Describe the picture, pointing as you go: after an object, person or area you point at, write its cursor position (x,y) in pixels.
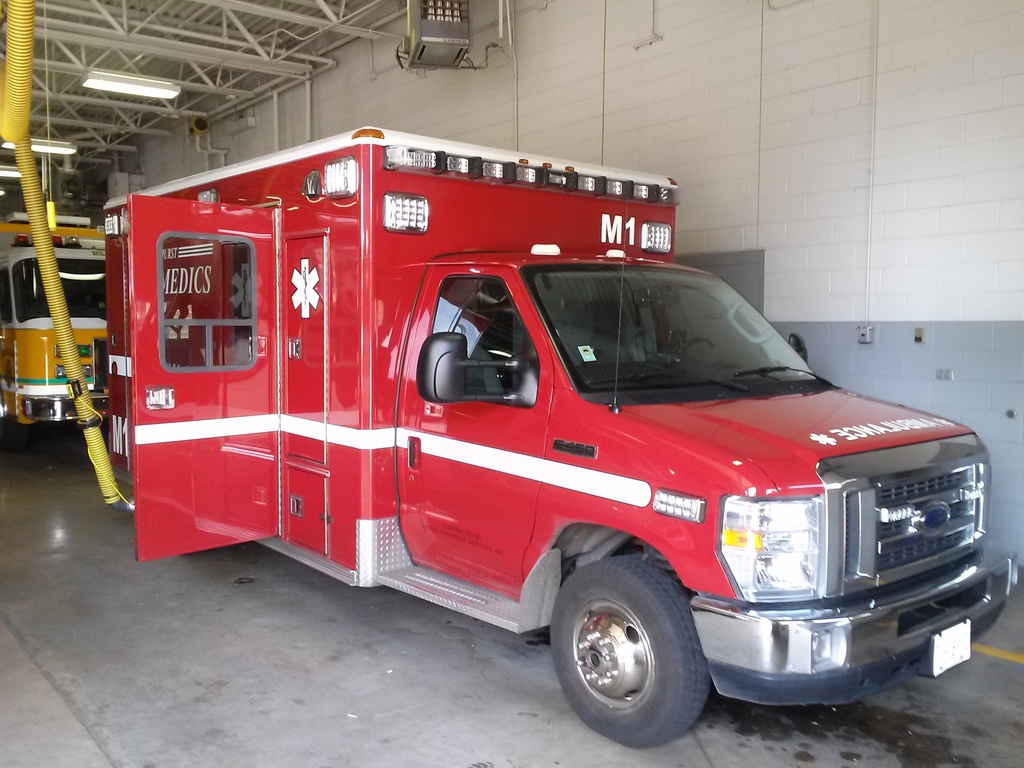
In the picture I can see vehicles (305,477) on the floor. In the background (611,119) I can see a wall (595,120), lights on the ceiling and some other things (46,157).
